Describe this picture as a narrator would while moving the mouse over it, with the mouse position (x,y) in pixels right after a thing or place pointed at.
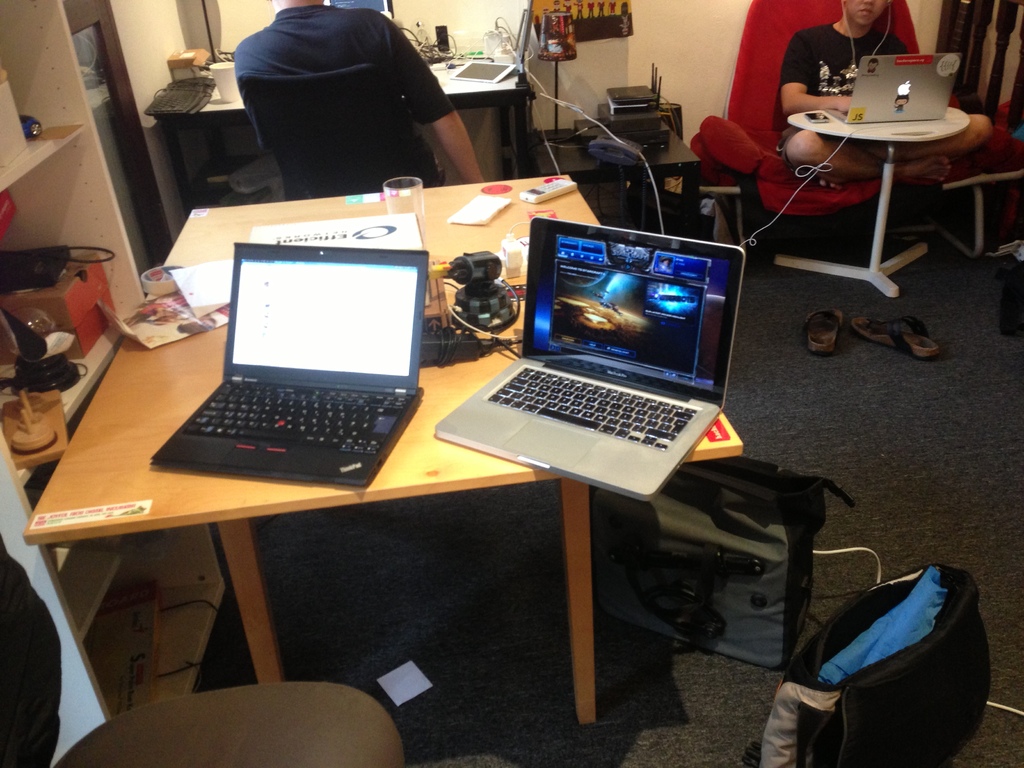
In this image on the left side (177,354) there is one table (479,243) on the table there are two laptops (374,346), glass (396,184), papers (206,269), are there. On the top (691,23) there is a wall (480,2) and on the right corner (775,105) there is a red chair (779,159), on the chair (773,137) there is one person (817,77) who is sitting in front of him there is a laptop (862,96) and on the left side (243,111) there is a table (440,75) and one chair (347,150) on that chair (335,130) there is one person (295,46) who is sitting.
